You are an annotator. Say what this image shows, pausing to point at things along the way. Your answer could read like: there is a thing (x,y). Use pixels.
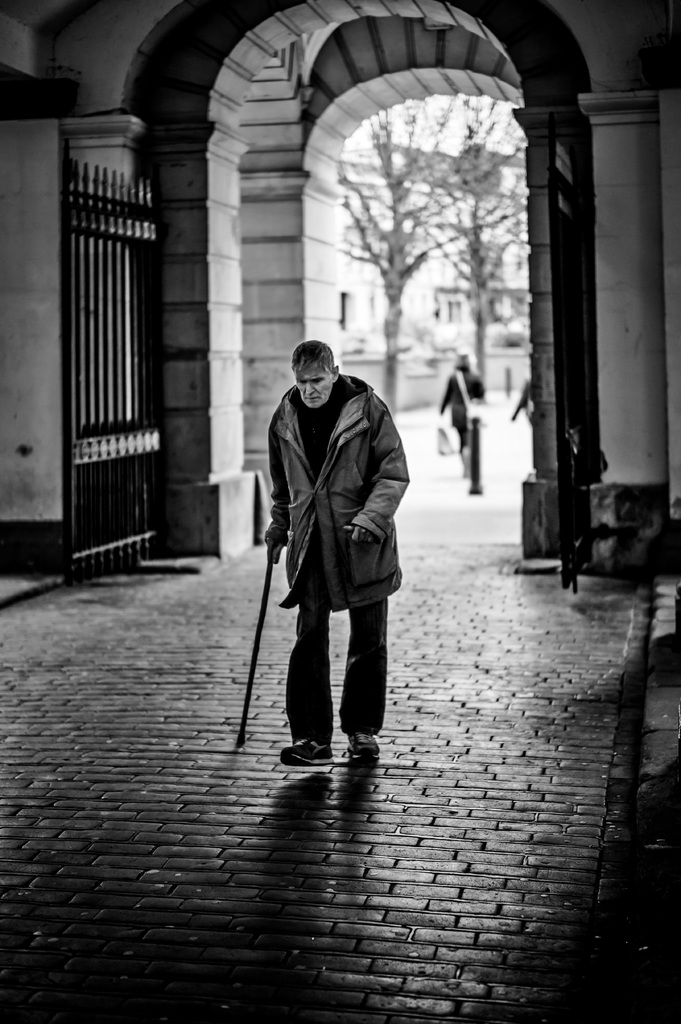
In this image I can see the person (339,546) walking and the person (325,528) is holding the stick (245,721), background (488,275) I can see few other persons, trees (478,348). I can also see the gate (586,395) and few buildings (363,305) and the image is in black and white.
